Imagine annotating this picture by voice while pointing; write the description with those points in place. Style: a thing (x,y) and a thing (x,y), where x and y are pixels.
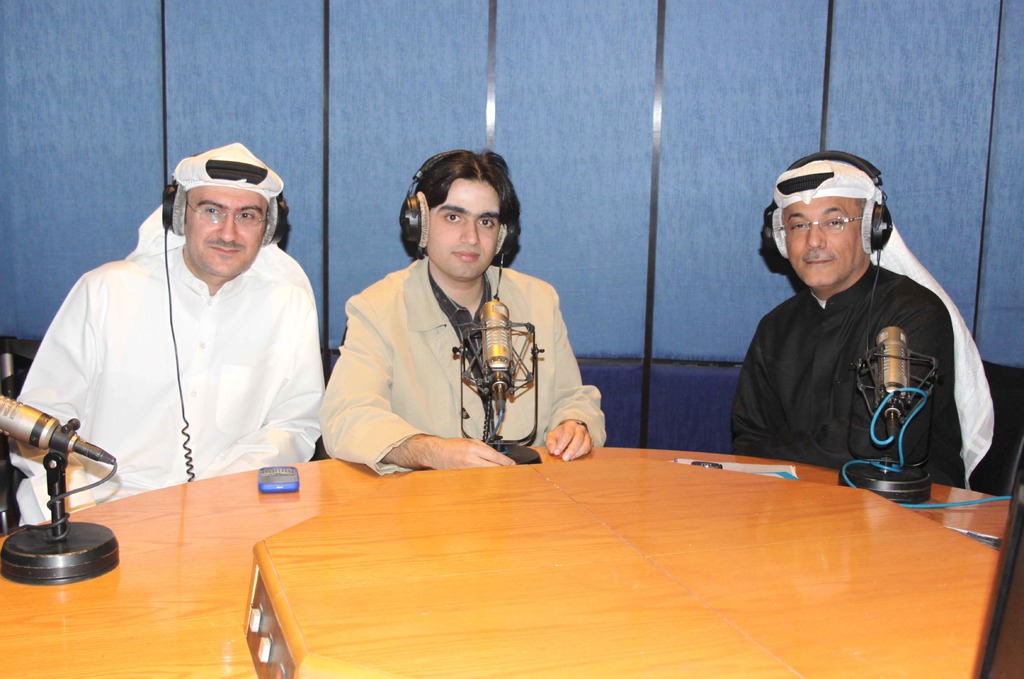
In this image in the center (401,345) there are three persons (568,364) who are sitting, and they are wearing headsets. In front of them there is a table (188,579), on the table (684,544) there are some mike's (90,538), papers (772,474) and mobile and in the background (534,64) there is a wall (644,98).
